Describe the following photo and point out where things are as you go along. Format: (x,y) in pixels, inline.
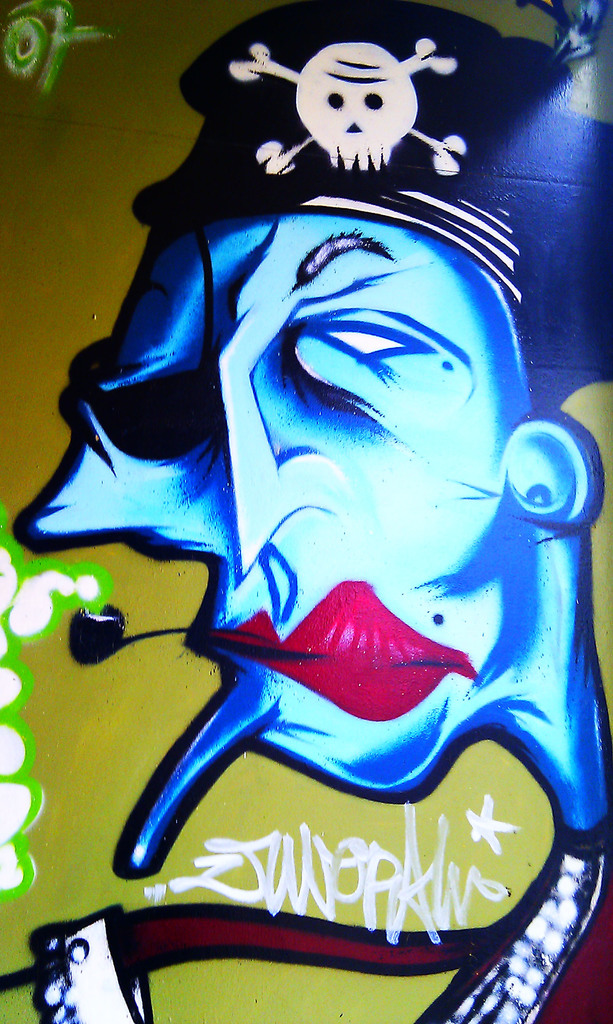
In this picture there is a painting (122,459) on the wall (381,393). The painting (278,549) represents a person's face (320,592).
